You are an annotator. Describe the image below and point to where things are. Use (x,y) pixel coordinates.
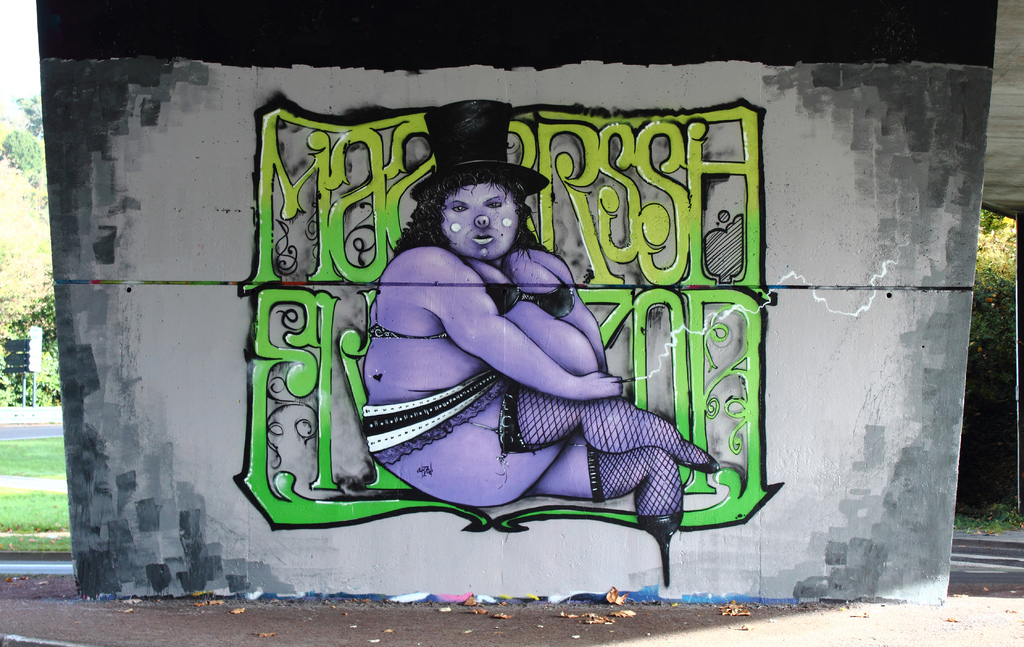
In this image, It looks like a painting (452,374) of a person (470,379) and the letters (312,368) on the wall (633,153). In the background (35,303), I can see the trees (38,187). On the left corner of the image (40,534), I think this is the grass (38,490). At the bottom of the image (225,618), It looks like a pathway (573,636).
